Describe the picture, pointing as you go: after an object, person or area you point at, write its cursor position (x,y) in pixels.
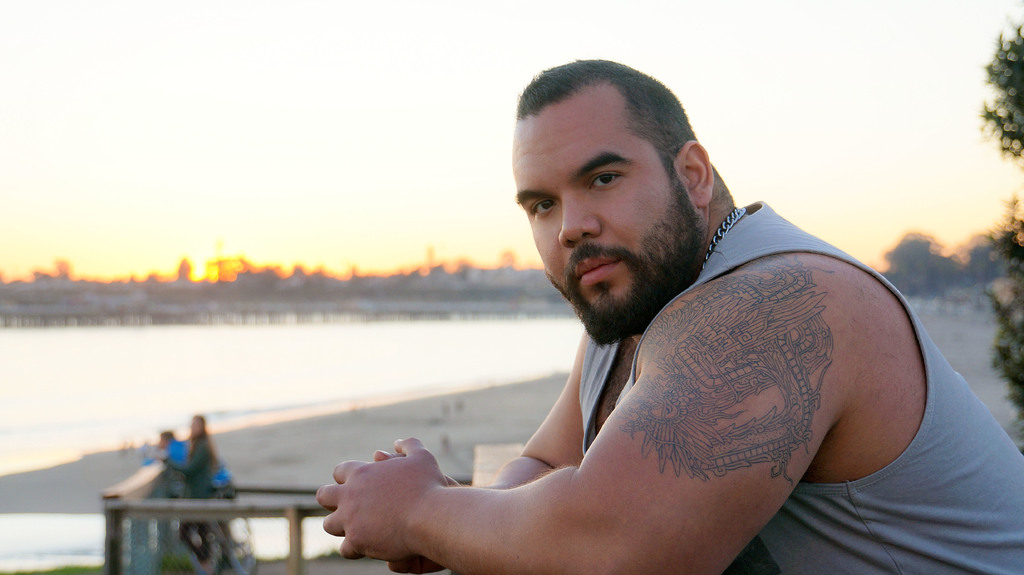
In this picture we can see people (695,451), here we can see a fence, water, trees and some objects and we can see sky (823,224) in the background (839,198).
